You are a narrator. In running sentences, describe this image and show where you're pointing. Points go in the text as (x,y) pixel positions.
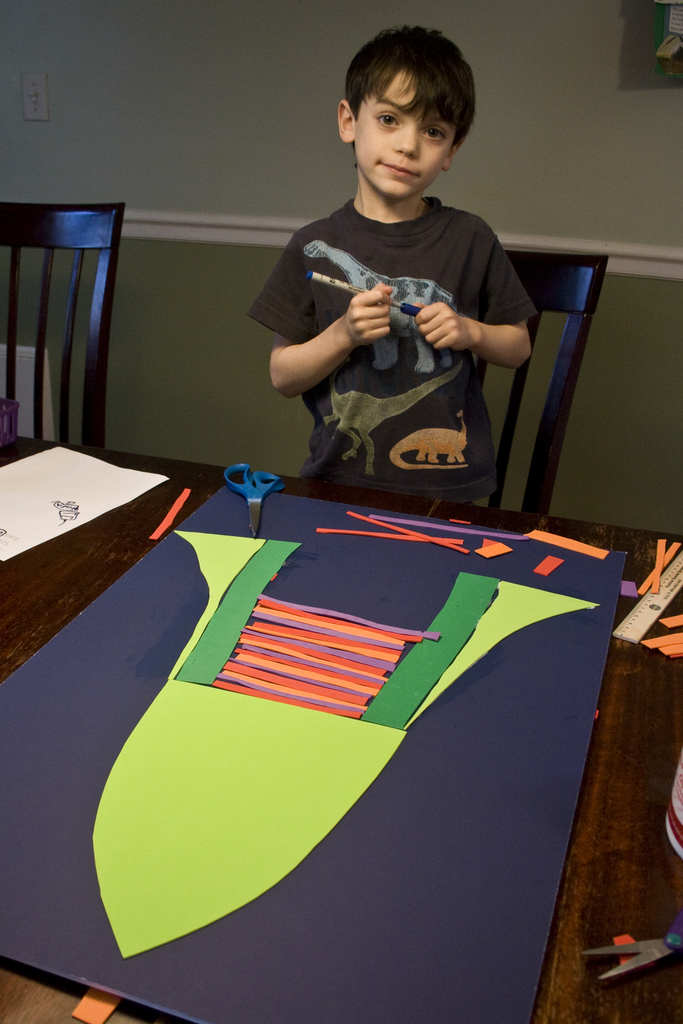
In this image i can see a boy (428,297) holding a pen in his hand (367,302), in front of him there is a table (615,737) on which i can see piece of papers (393,673), a scale (647,612), scissors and a cardboard (105,661). In the background (113,350) i can see few chairs (100,282), a wall (272,143) and a switch board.
